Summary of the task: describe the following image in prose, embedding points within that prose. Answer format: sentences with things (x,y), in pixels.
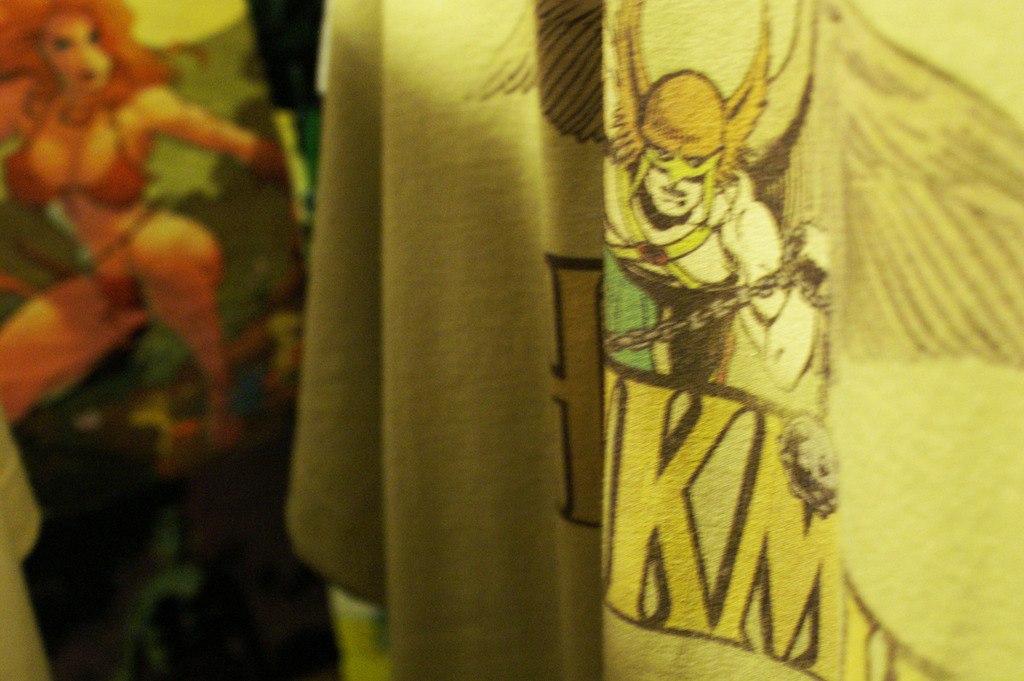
In this picture there are two clothes (366,19) on the right (767,374) and left side of the image (184,288), on which there are cartoon characters (205,237).
